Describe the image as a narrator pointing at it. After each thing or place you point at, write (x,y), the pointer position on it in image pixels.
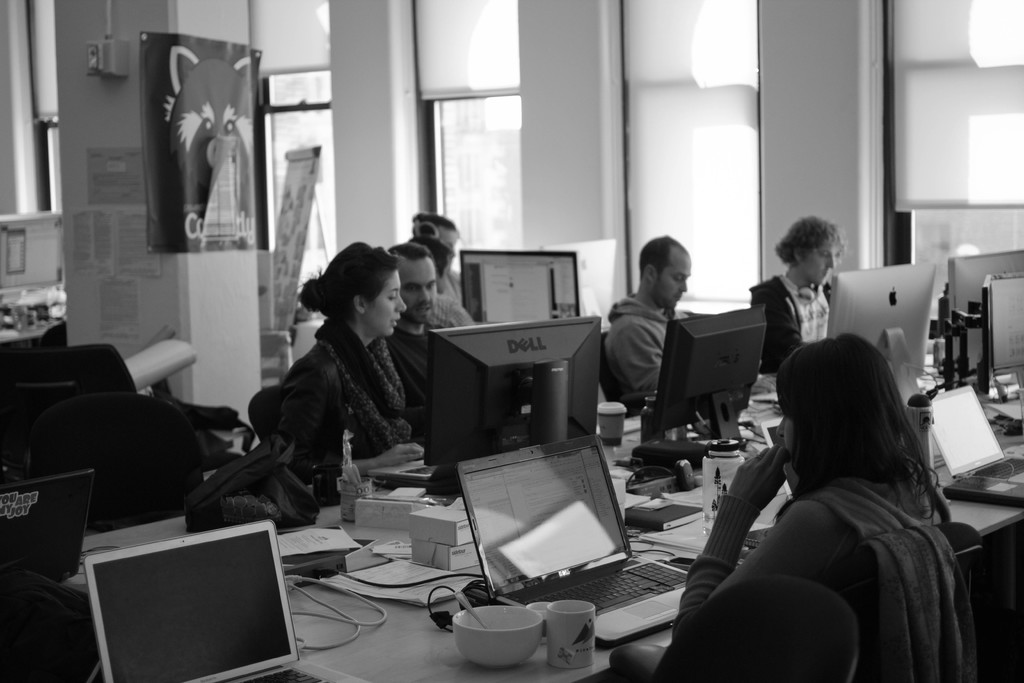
This is a black and white image. Here I can see few people (371,411) sitting on the chairs (263,407) around the table (378,636). On the table (411,637) there are few monitors (507,388), laptops (497,540), bowls (487,653), cups (579,638), books (671,518), papers (392,574), boxes (434,547), bag (273,489), bottle (711,448) and many objects (546,544). On the left side (125,208) there is a pillar (93,101) on which few posters (134,166) are attached. In the background (613,139) there is a wall (586,70) and also I can see the glass (663,150).
